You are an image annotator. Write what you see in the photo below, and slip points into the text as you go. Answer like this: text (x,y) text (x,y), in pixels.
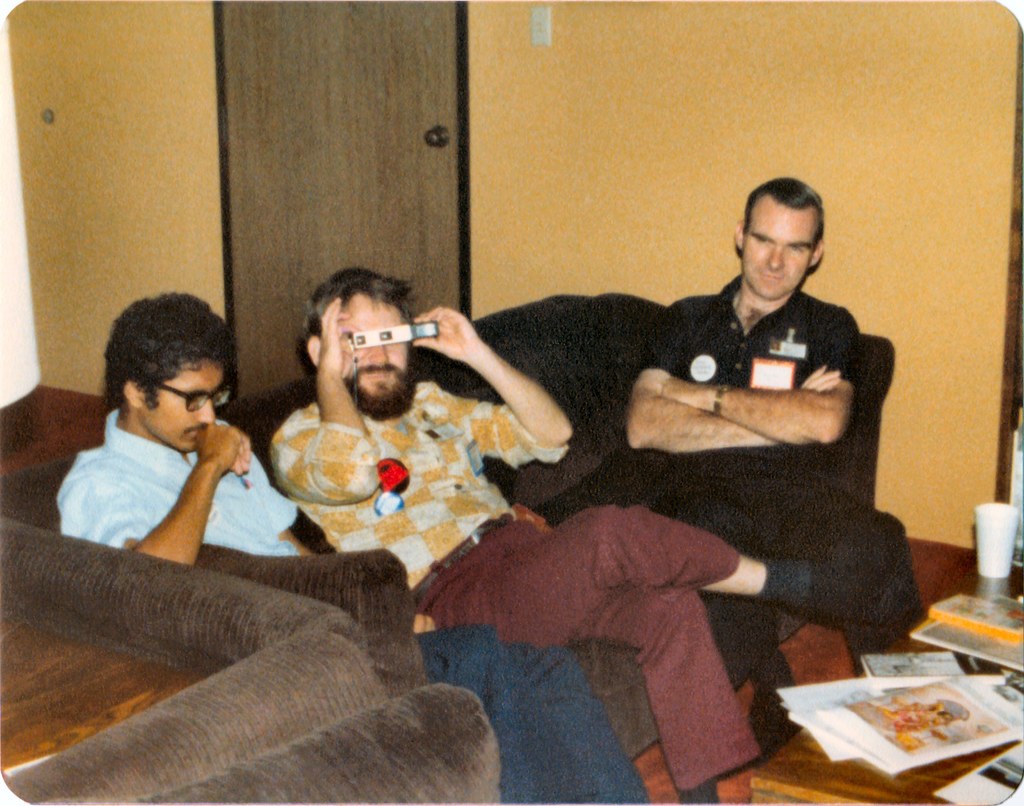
In this image I can see three persons (377,485) are sitting in a couch (612,438) which is black in color. I can see the person (489,526) in the middle (445,496) is holding a white colored object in his hands (438,338). I can see a table (809,772) in front of them on which I can see few papers (902,690) and a white colored glass (999,534). In the background (955,456) I can see the cream colored wall (678,128) and a door (326,146) which is brown in color.
